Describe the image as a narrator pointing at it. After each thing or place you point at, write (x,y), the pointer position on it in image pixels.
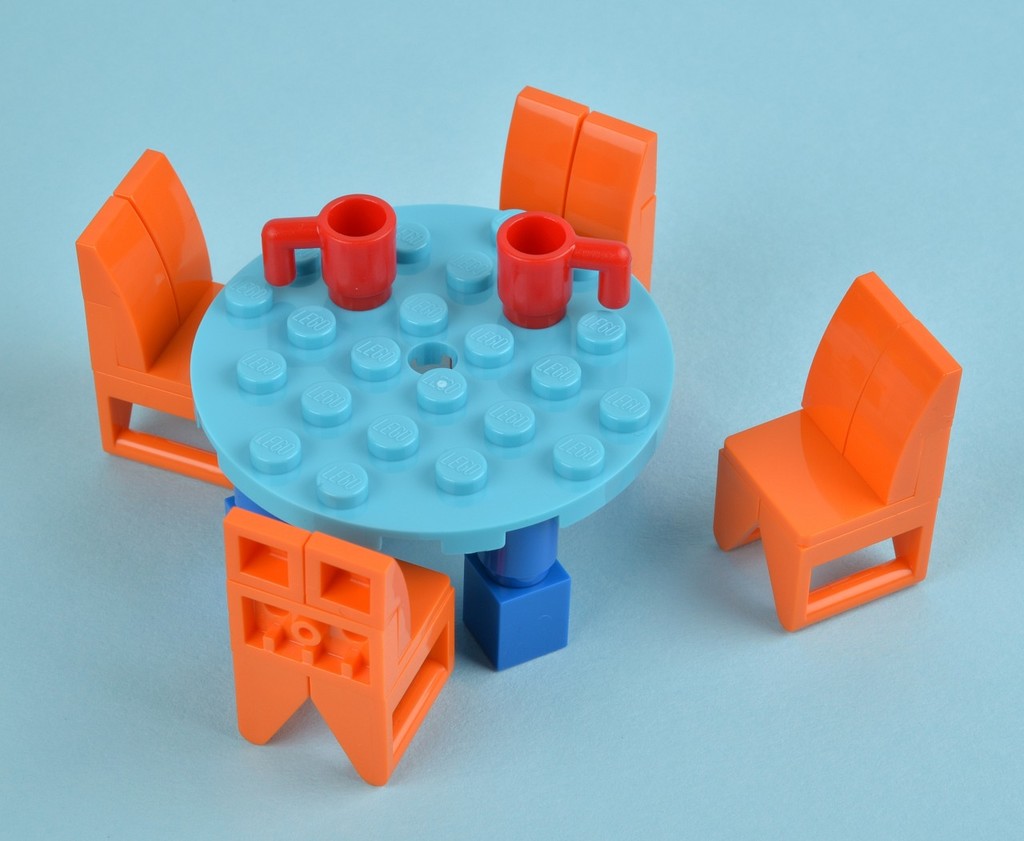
In the middle of the image (569,503) there is a table (493,453), On the table (588,359) there are two cups (535,308). There are four chairs (526,158) surrounding the table (272,337).
